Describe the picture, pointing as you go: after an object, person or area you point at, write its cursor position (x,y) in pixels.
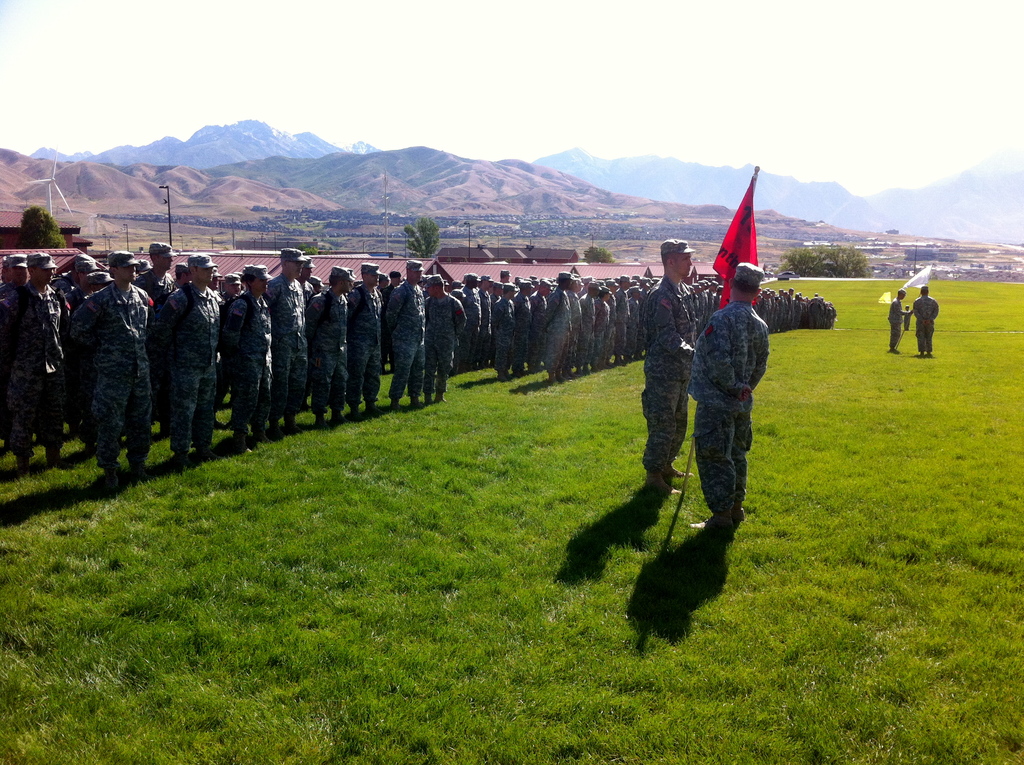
In front of the image there are people (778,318) holding the flags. In front of them there are two people (711,441). Behind them there are a lot of other people (525,363) standing on the grass (383,480). In the background of the image (561,262) there are buildings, trees (43,235), mountains (486,202), electrical poles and a windmill (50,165). At the top of the image (663,75) there is sky (666,55).
